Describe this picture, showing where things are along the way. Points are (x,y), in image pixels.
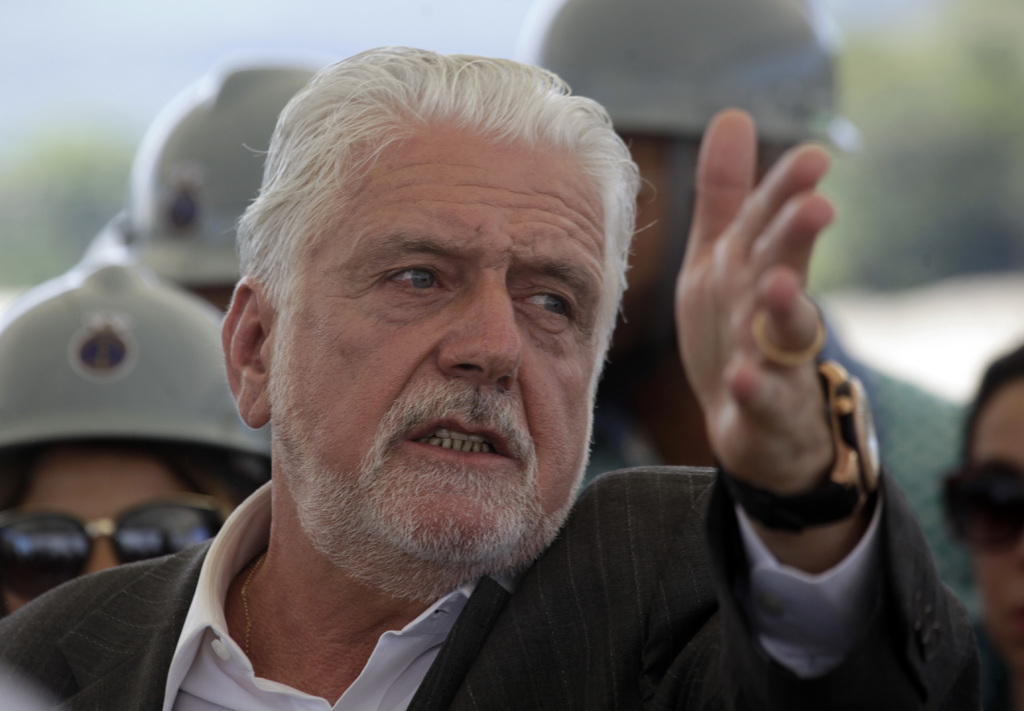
In this picture I can see few people (500,437) and few are wearing helmets (22,339) and couple of them wearing sunglasses (43,546) and I can see blurry background (178,22).
